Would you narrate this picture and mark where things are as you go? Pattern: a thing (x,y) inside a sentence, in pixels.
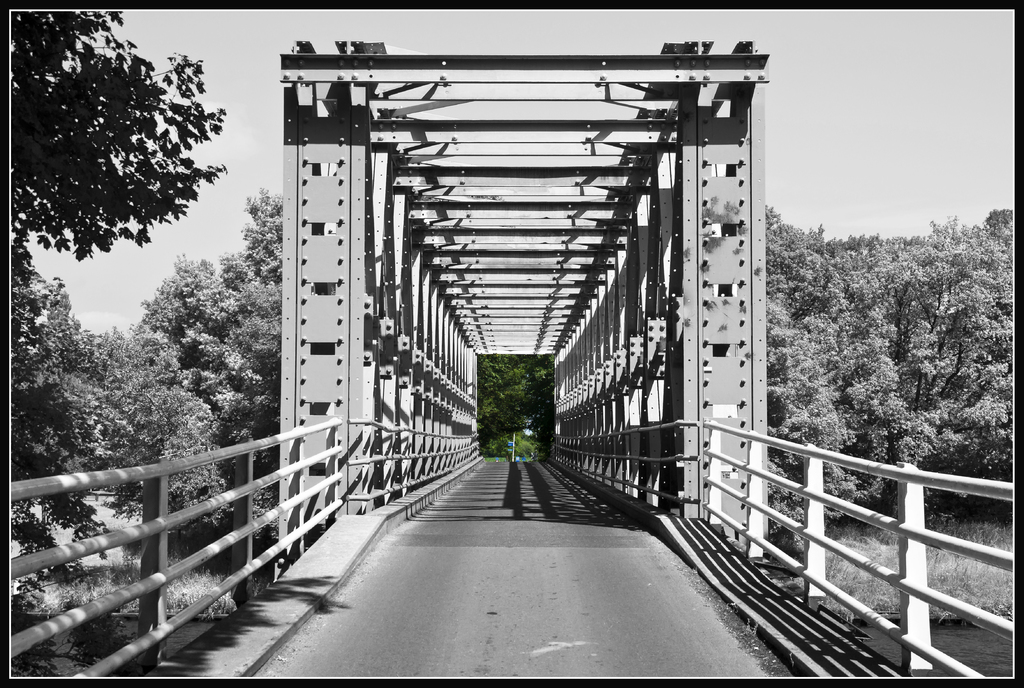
In this picture we can see a bridge (502,665), fences (210,548), rods (504,184), water (983,636), trees (940,347) and in the background (875,82) we can see the sky (941,107).
